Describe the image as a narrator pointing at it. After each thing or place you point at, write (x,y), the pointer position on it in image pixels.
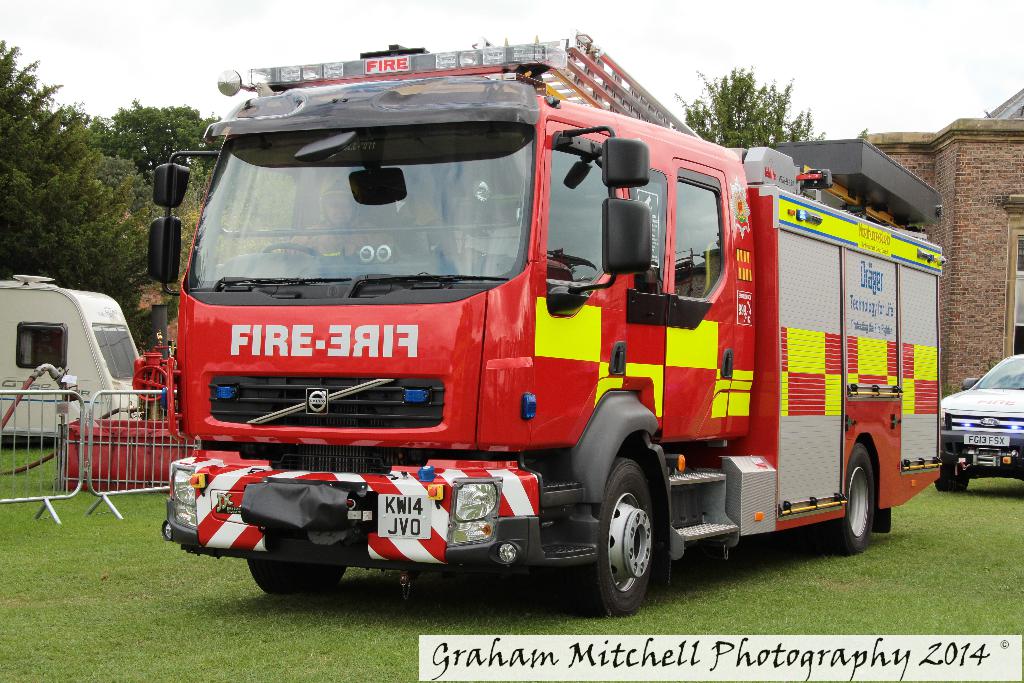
In this picture there are vehicles (491,326) in the foreground (741,466). At the back (973,171) there is a building (971,308) and there are trees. On the left side of the image (96,468) there might be machine (108,464) behind the railing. At the top (256,14) there is sky (172,37). At the bottom (222,620) there is grass (274,634). At the bottom right (887,640) there is text (898,647).
